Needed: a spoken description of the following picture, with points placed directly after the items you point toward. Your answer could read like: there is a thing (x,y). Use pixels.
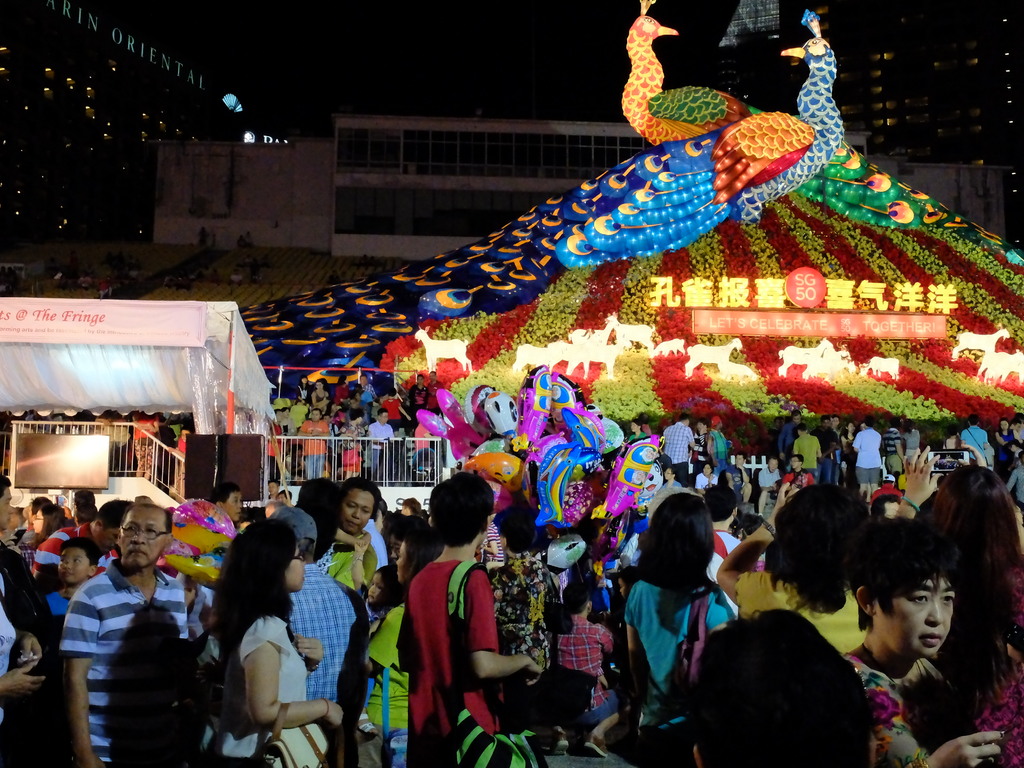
At the bottom of the image (551,660) there are many people (753,524). Behind them on the left side (83,402) there is a stage (198,370) with roof (33,368), rods (68,431) and railings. Beside the stage (44,431) there are many toys (565,389). There are some decorative things (668,217) with lights (672,345), name boards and some other things (632,335). In the background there is a building (364,217) with walls (358,118) and windows (426,202). And also there are few people (116,265) sitting on the chairs (175,245). Behind them there are buildings (79,75) with lights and also there is a name board (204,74).
